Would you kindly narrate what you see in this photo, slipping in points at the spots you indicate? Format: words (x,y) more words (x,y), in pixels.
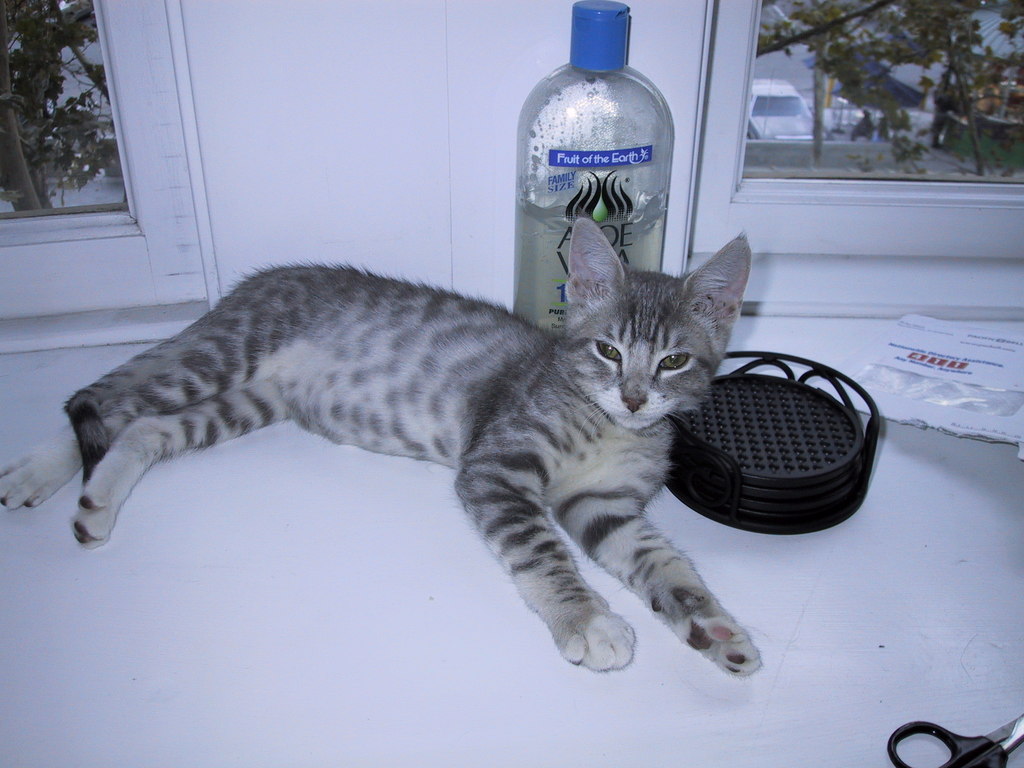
This is a cat (583,423). The cat (469,374) is laid on the corner side of the window (193,278). This is a scissor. It is a aloe vera bottle (608,106). This is a window glass (909,105). A car (789,132) is observed while looking from window (816,144).
